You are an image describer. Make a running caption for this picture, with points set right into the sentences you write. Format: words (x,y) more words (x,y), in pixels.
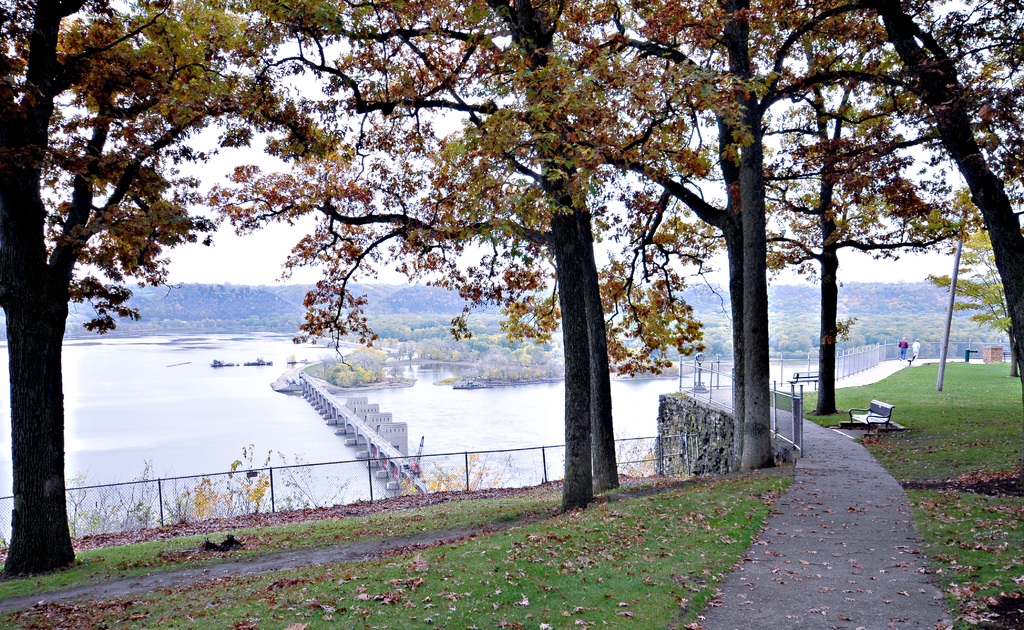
On the bottom right (743,595) we can see park (910,463). On the bottom (513,597) we can see grass (564,604) and dry leaves (231,626). Here we can see bench (862,428) near to the fencing (788,413). On the right (898,349) there are two person (912,348) standing near to the fencing (938,357). In the background (911,335) we can see mountains (376,315) and water (655,395). Here we can see bridge (350,402). Here it's a sky (273,255). On the top (681,134) we can see trees (66,56).
